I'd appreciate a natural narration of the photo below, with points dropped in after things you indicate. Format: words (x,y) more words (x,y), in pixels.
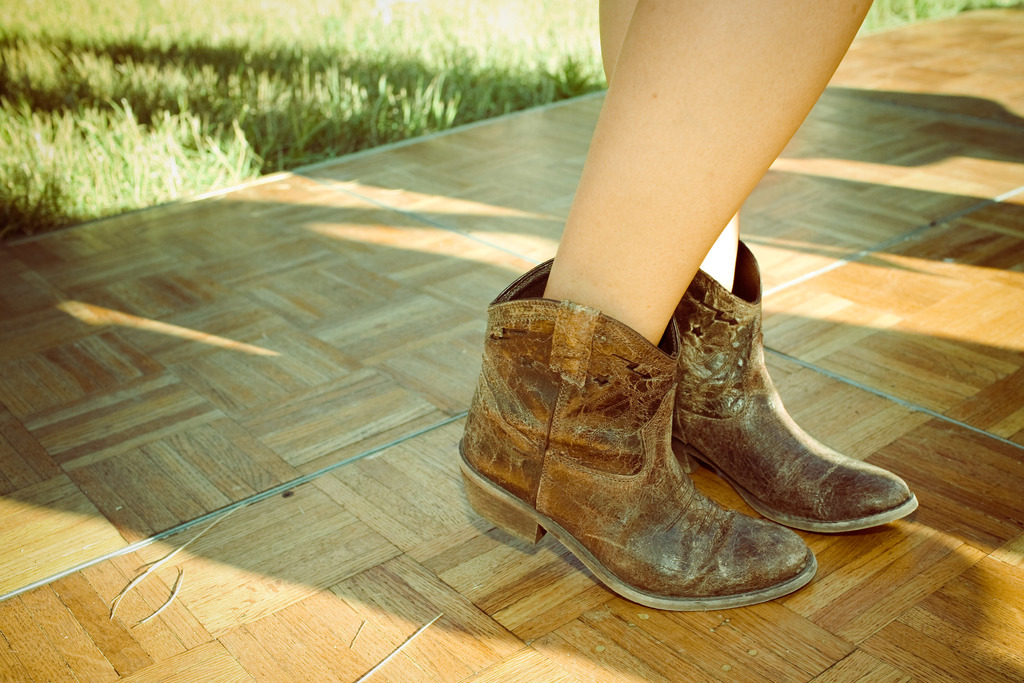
This picture shows human legs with shoes (616,490). Shoes (505,328) are brown in color and we see grass (294,79) on the ground (305,117).
